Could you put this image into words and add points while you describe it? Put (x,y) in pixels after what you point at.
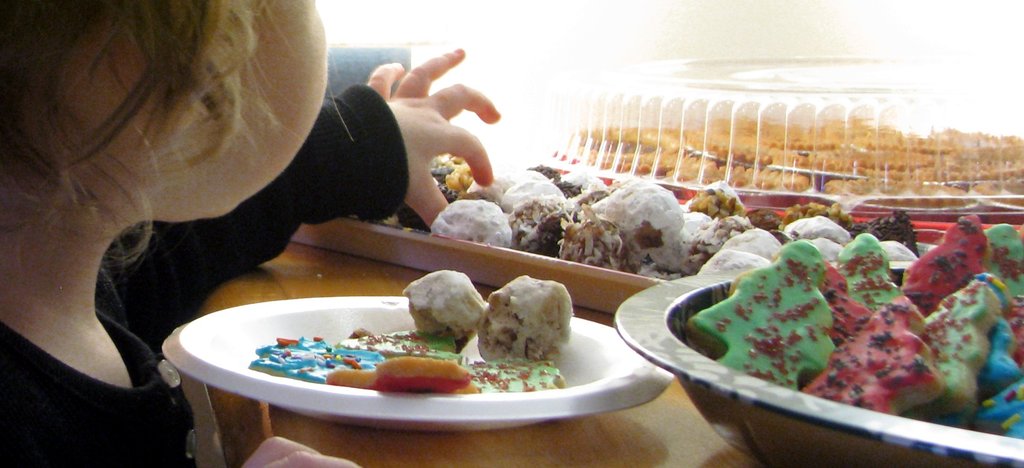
In this picture we can see a person (100,448), here we can see food items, bowl (701,393), tray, plate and some objects (959,142) and these all are placed on a platform (693,403).
